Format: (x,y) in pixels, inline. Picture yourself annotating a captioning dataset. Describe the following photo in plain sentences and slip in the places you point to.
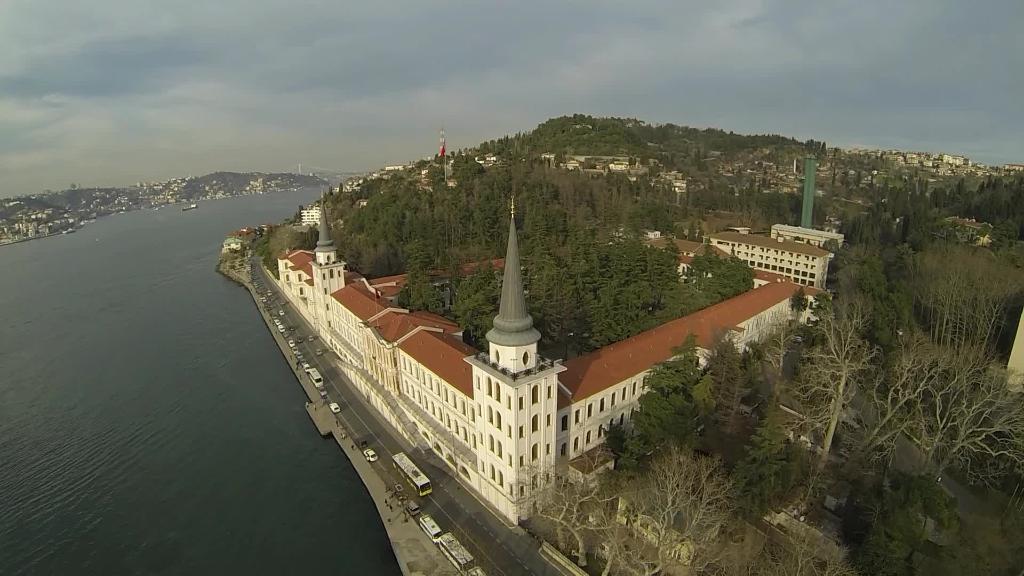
In this image I can see few buildings (484,363) in white color, few vehicles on the road (253,280) and I can also see few trees (572,257) in green color. In the background (181,314) I can see the water (184,243) and the sky (315,75) is in blue and white color.
